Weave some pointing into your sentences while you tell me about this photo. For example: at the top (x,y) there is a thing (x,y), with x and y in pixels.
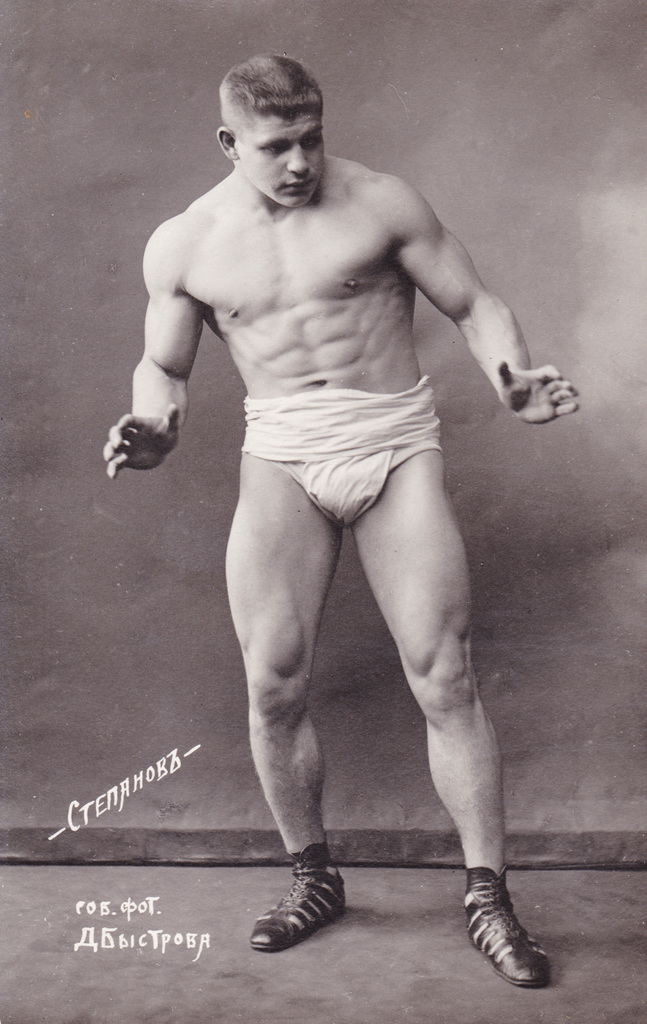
In this image we can see a person (300,497) standing and we can see the text (125,802) written on the poster (189,553). In the background (189,553) it looks like a banner (179,540).
